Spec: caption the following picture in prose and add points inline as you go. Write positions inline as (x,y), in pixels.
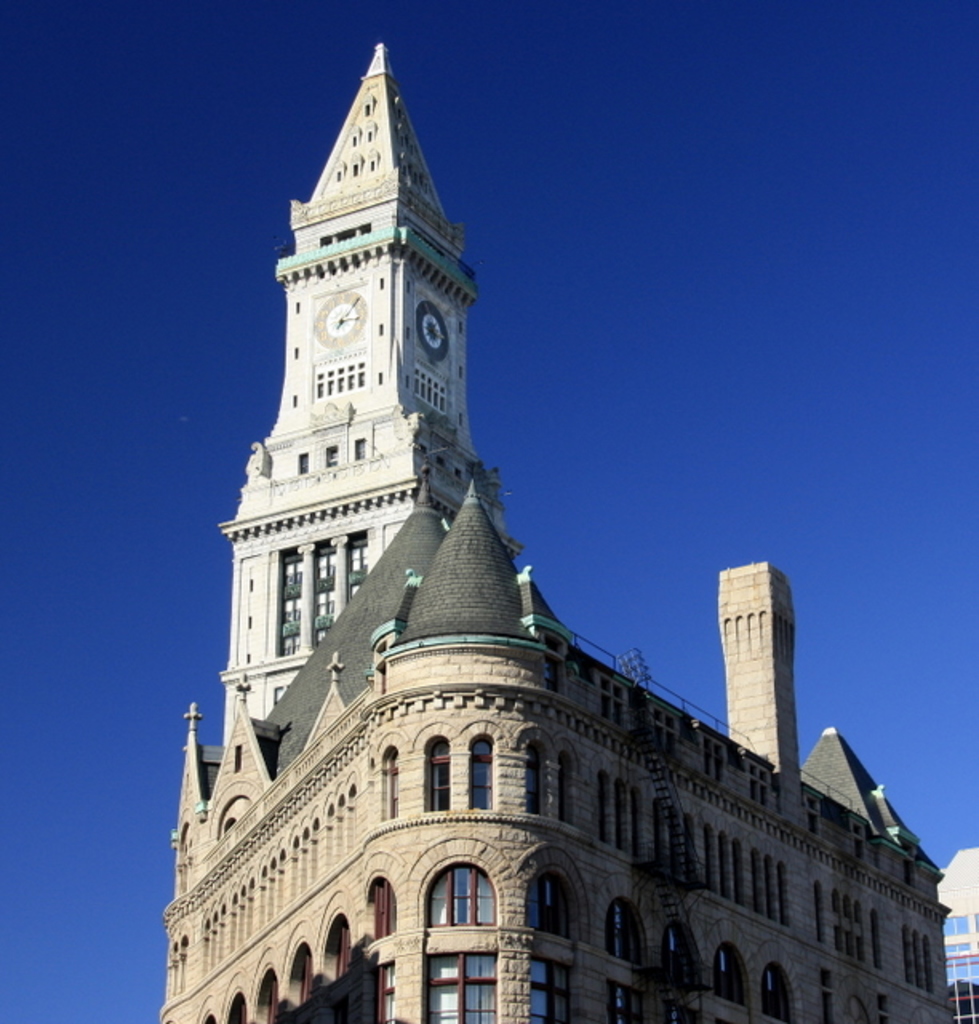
In this picture I can observe a building (498,868). There is a clock tower (360,339) on the building (360,412). In the background (706,382) there is a sky (115,349).
